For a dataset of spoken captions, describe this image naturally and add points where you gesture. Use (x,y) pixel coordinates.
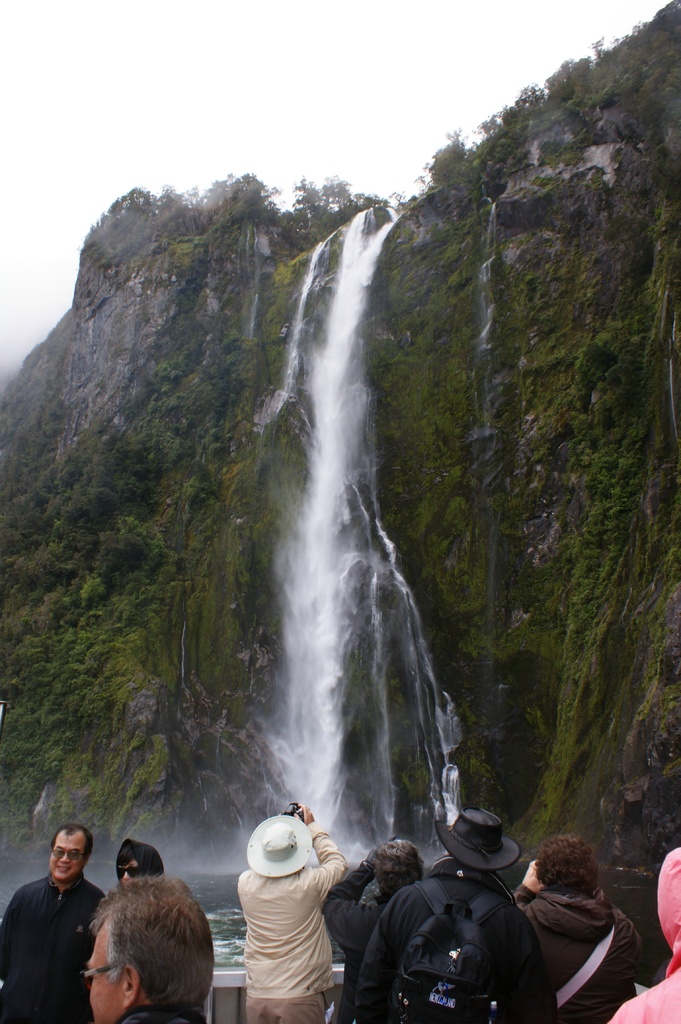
In this image there are some persons (313,900) standing at bottom of this image (302,934). The person (293,945) standing in middle of this image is wearing a cap (284,856) and holding a camera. There is a waterfall (298,797) in middle of this image (416,663) and there is a sky (207,90) at top of this image (185,36).
